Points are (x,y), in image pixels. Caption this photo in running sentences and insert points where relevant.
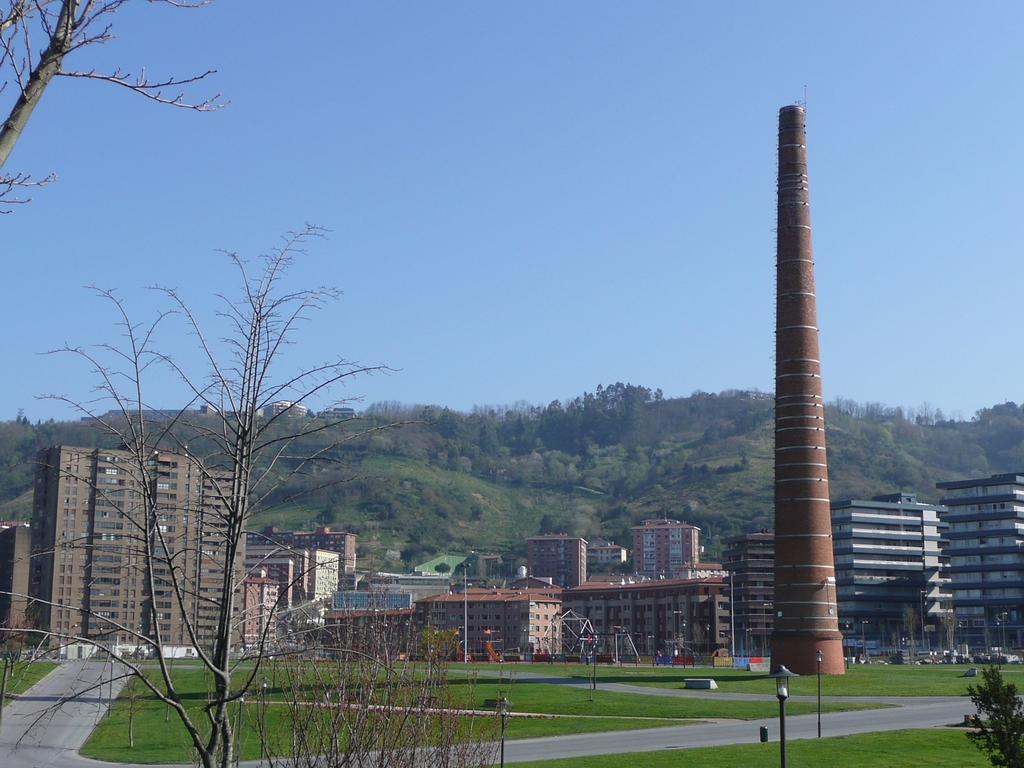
Here in this picture on the right side (791,295) we can see a tower (784,276) present and we can also see buildings (304,578) present all over there and we can see the ground (622,677) is covered with grass (752,679) over there and we can also see plants (452,759) and trees (998,730) present and behind the buildings (121,463) we can see the mountains (428,445) that are covered with grass (459,487), plants (587,470) and trees (598,420) all over there and on the ground (639,693) we can see lamp posts (499,708) present over there.
